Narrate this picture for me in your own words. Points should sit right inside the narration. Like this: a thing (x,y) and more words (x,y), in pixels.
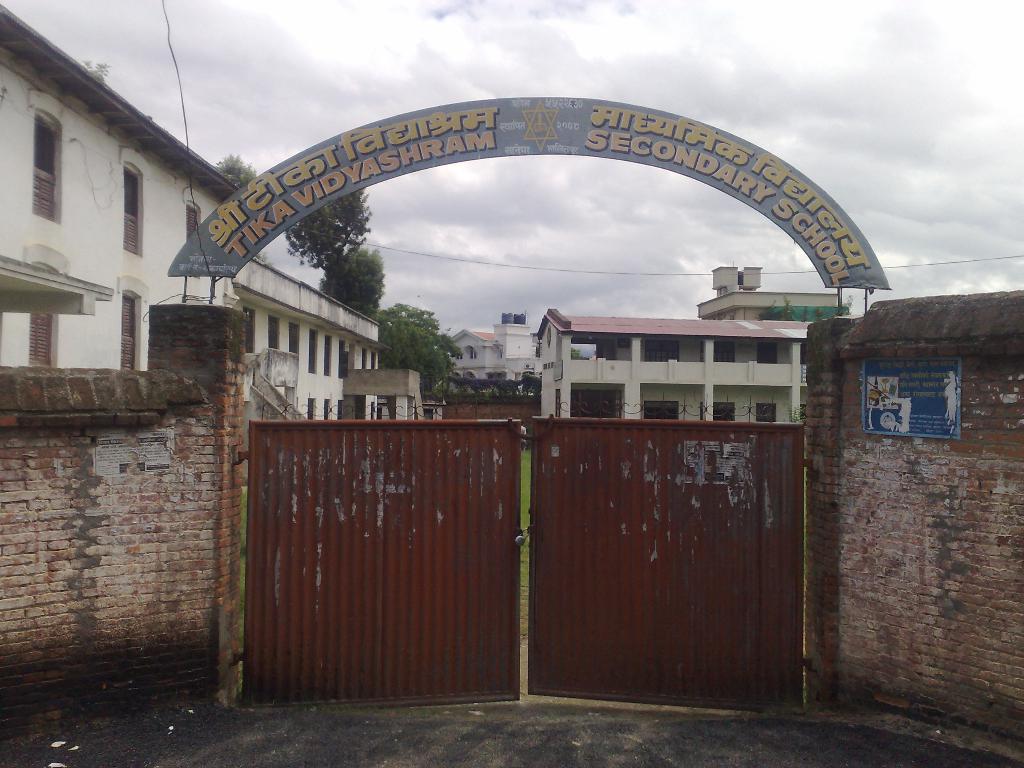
In this image i can see a red colored gate (603,519) and a arch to the school (270,273), To the both sides of the image i can see the fence wall (888,538). In the background (560,388) i can see few buildings (369,349), few trees (422,353) and the sky (851,124).
